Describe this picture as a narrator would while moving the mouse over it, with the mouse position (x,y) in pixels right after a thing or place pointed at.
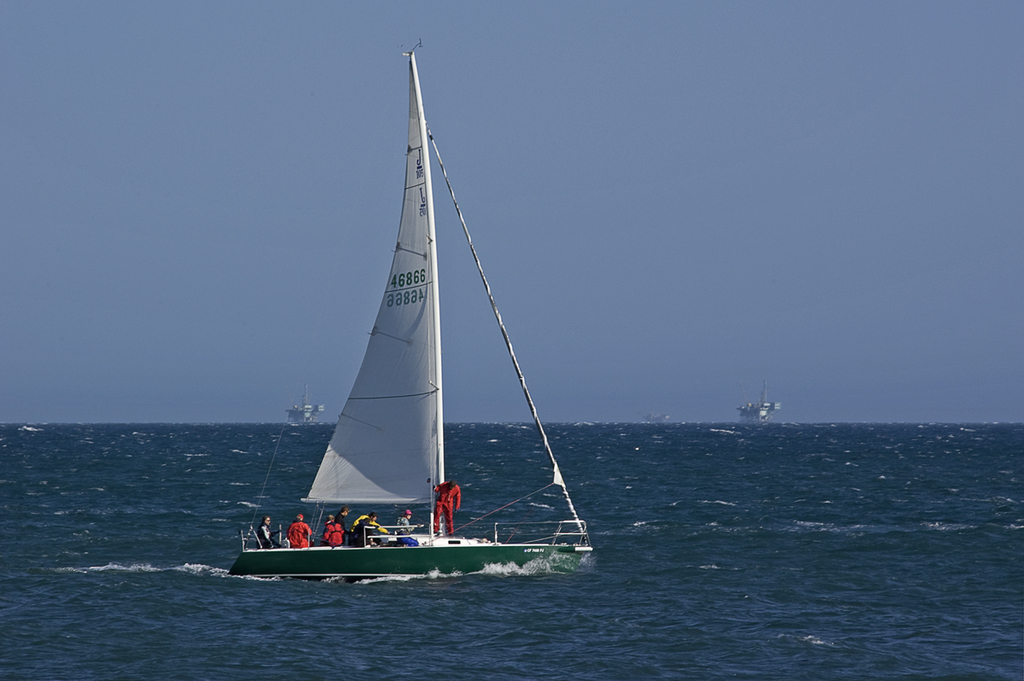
In the center of the image (500,443) we can see a group of people (403,522) in a sailboat (458,546) which is in a large water body (611,610). On the backside (737,327) we can see some ships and the sky (337,310) which looks clear.
